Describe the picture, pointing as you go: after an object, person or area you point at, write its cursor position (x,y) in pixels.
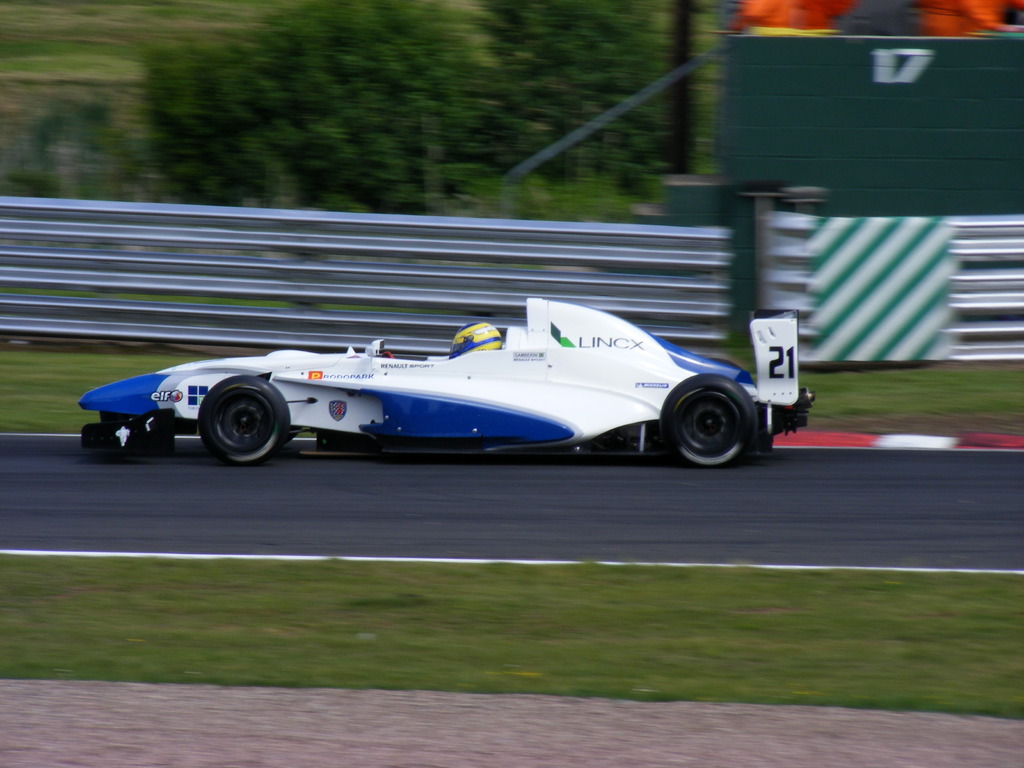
In this picture we can see a person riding a car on the roadsides (662,688) we can see grass (8,124) and trees (315,14).
